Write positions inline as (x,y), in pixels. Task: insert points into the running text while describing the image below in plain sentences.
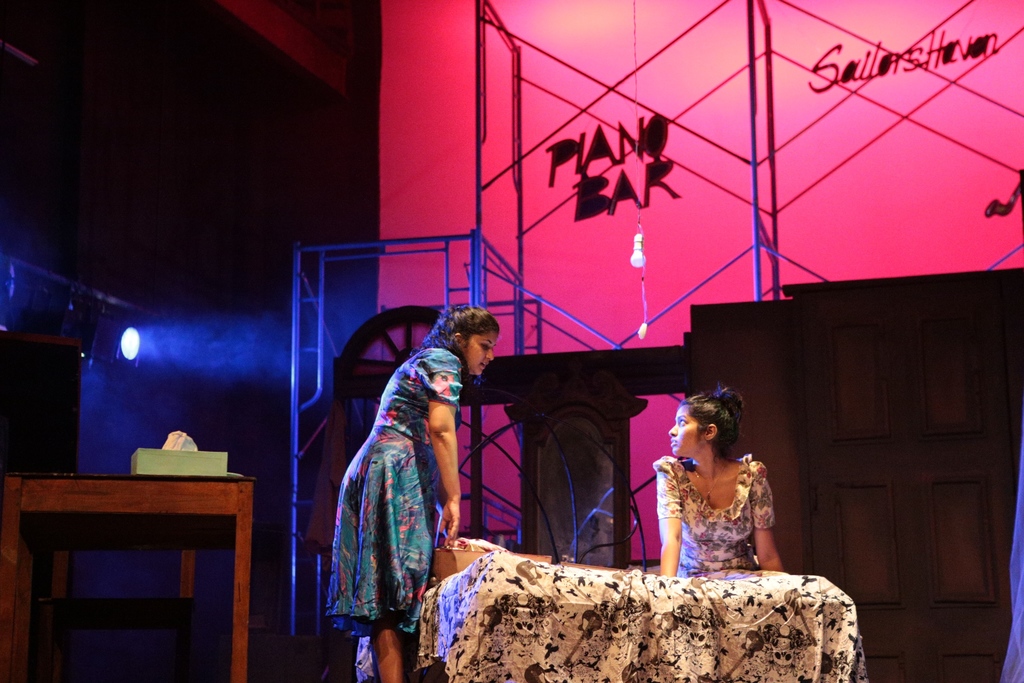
In this image we can see a woman (407,600) is standing. She is wearing a blue color dress (390,503) and one girl (715,530) is sitting on the bed (690,579). She is wearing brown color dress (704,516). Behind the cupboard (762,331) and metal thing (472,247) is present. Left bottom of the image (109,520) one table (142,508) is there. On the table (213,487), things (165,466) are there. Left side of the image (113,335) one light (124,344) is present. Background of the image (868,190) pink color banner (537,162) is there.
